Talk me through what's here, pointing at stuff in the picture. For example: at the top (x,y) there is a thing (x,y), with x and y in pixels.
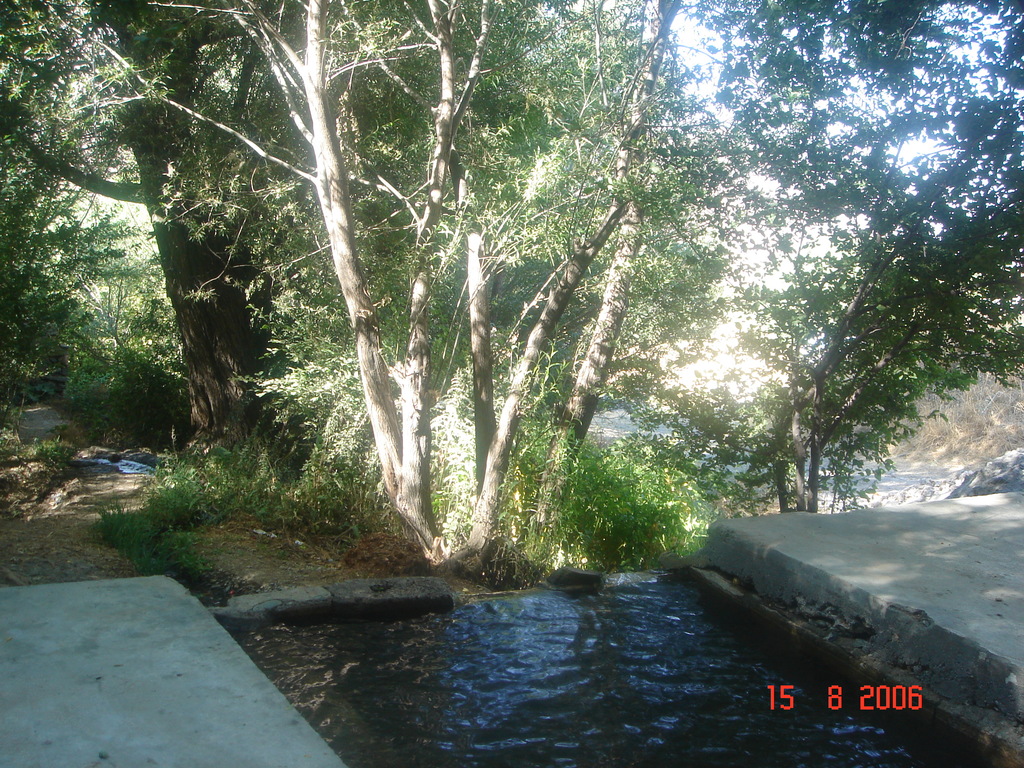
In this picture we can observe some water (474,644) stored. There are some plants (230,465) on the ground (46,430). We can observe trees (463,167). In the background (687,63) there is a sky (716,77). We can observe a red color numbers (826,699) on the right side (788,695).
